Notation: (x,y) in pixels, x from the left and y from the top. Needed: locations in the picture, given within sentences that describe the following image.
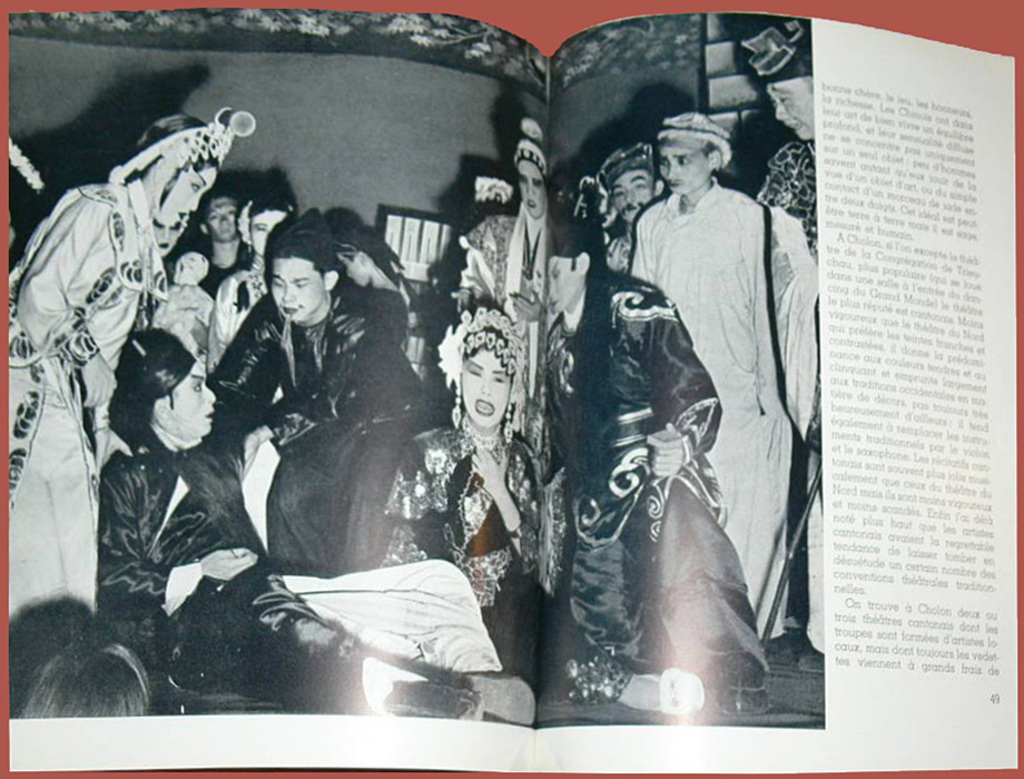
In the center of the image (514,265) we can see book (514,265) placed on the table (1017,342).
